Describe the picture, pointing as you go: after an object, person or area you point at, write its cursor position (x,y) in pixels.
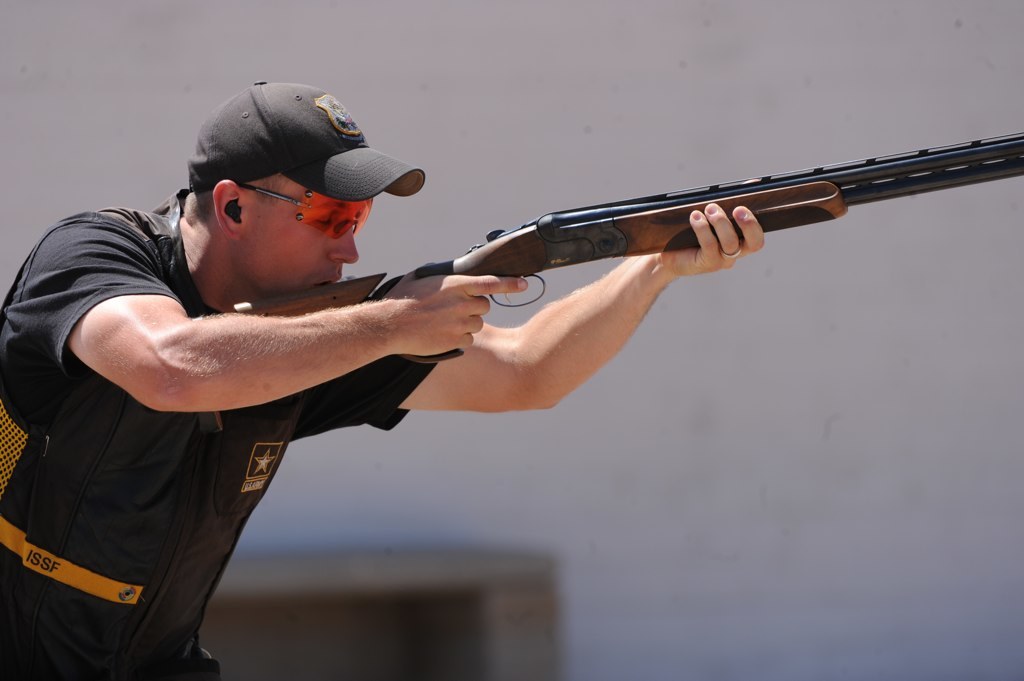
In this image there is a man (217,340) standing towards the left of the image (188,380), he is wearing a cap (323,151), he is wearing goggles (301,208), he is holding a gun (678,221), there is an object (433,620) towards the bottom of the image (420,607), at the background of the image (616,428) there is the wall (467,133).
